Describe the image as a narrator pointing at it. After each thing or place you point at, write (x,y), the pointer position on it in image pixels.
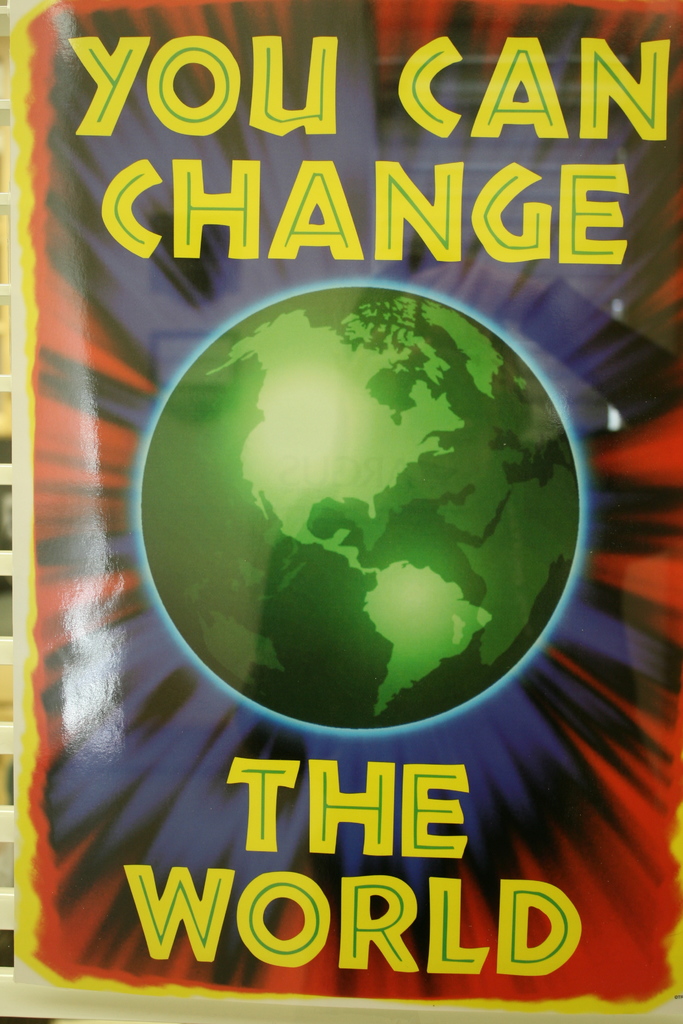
In this picture we can see a poster (677,898). We can see an image of globe (466,465) and something is written on the poster (579,427).
